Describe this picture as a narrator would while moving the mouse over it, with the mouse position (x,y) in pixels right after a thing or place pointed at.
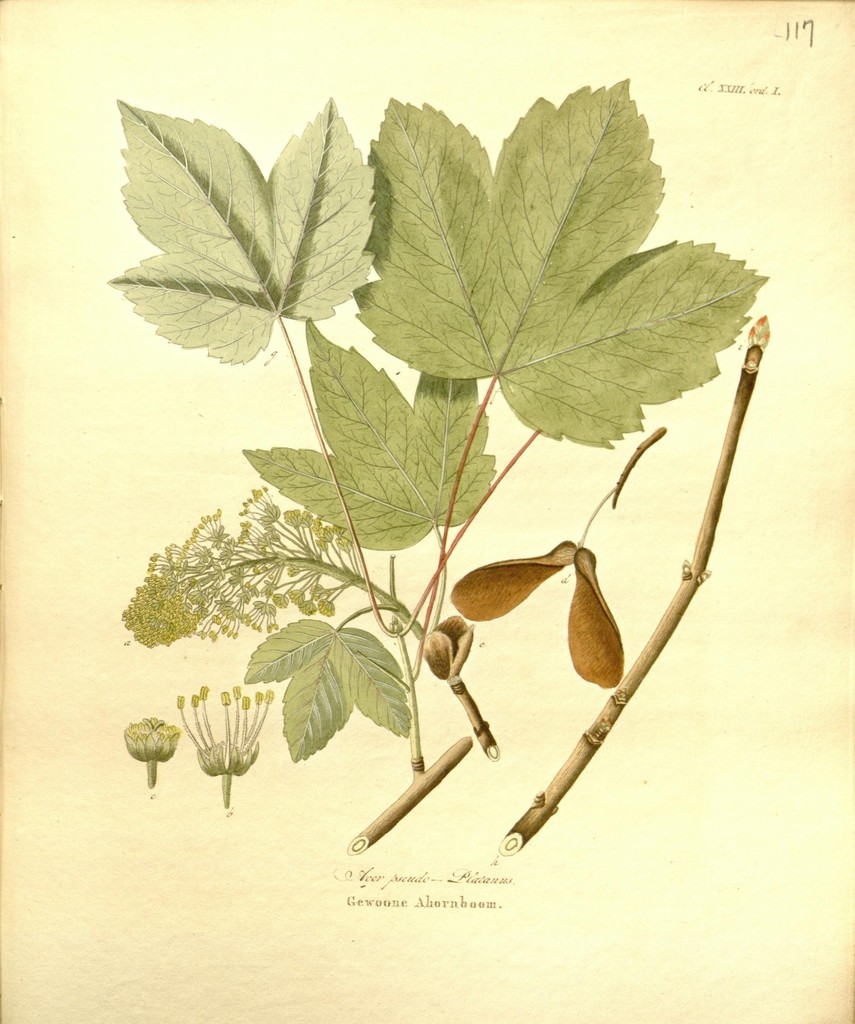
In the image we can see a paper (818,868), in the paper (338,771) we can see some leaves (403,206) and stems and flowers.
